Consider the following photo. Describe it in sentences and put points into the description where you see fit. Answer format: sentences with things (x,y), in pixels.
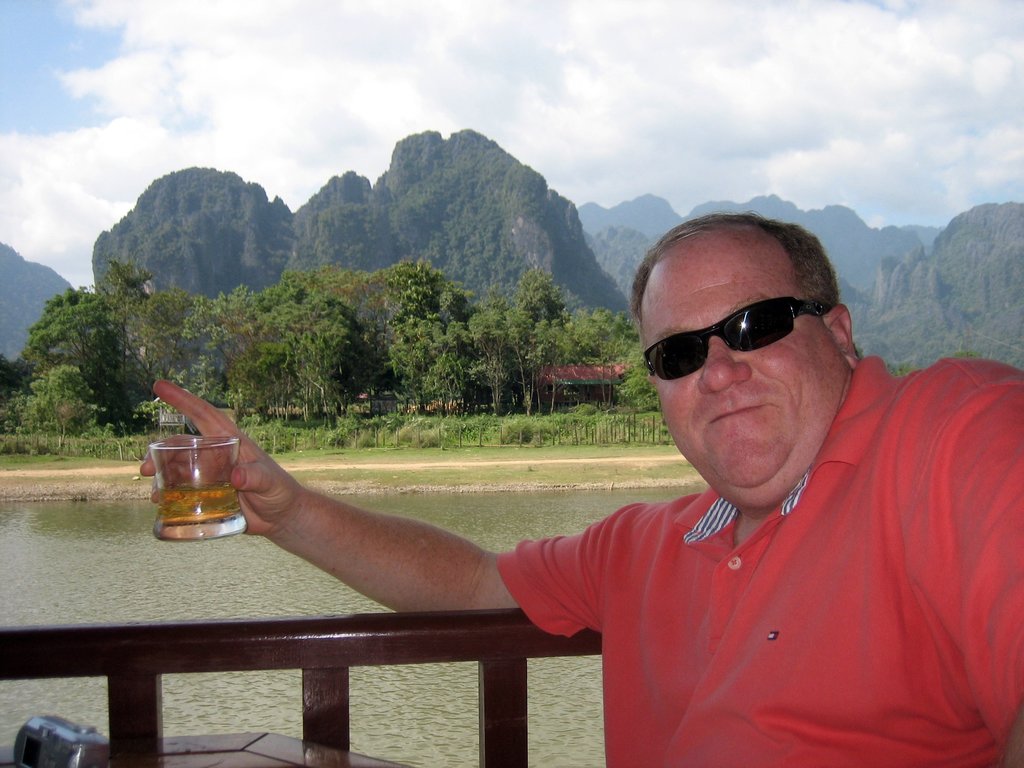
In this picture we can see a man (669,511) holding a glass of drink (182,519), at the bottom (174,568) there is water (174,568), in the background (509,360) we can see hills (560,245) and trees (425,364), there is the sky (398,53) at the top of the picture (406,54).
